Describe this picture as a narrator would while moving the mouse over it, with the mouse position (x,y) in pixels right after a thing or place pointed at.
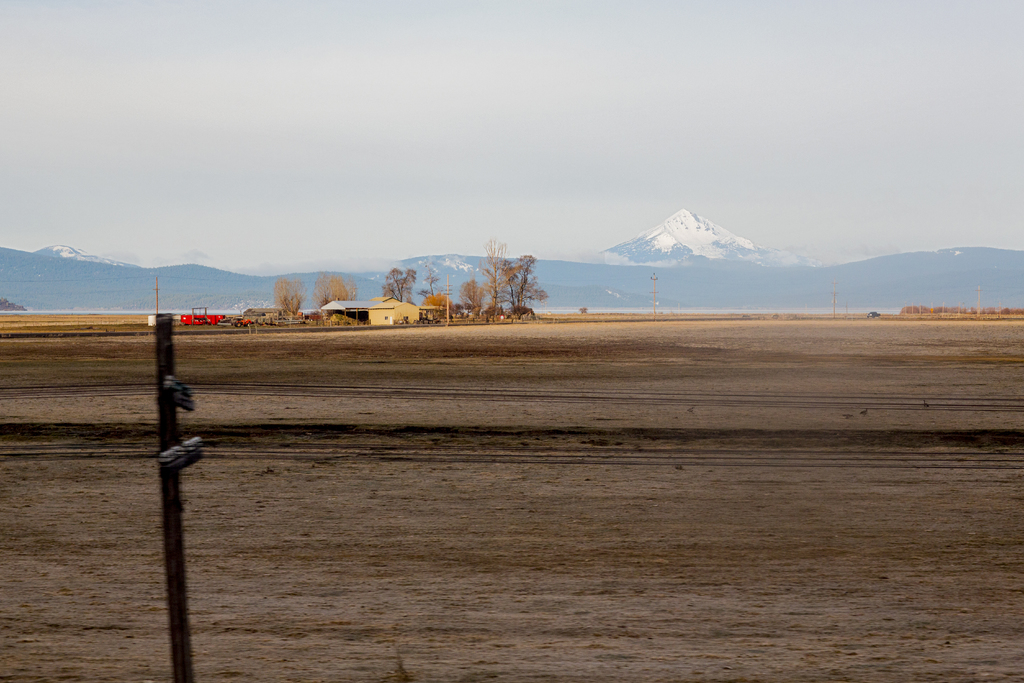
In this image I can see few houses (420,312), trees (319,287), poles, red color object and mountains (227,293). The sky (751,149) is in blue and white color.
